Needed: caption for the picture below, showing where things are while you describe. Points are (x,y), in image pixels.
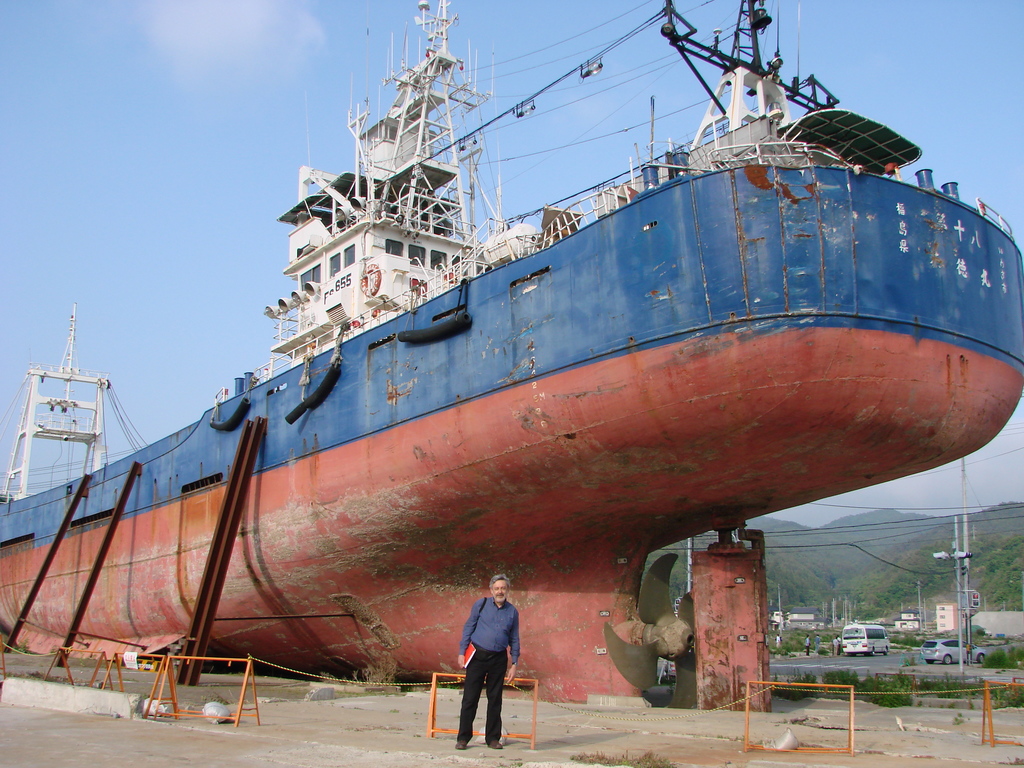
In this image, I can see a ship (546,409) with the fenders (444,331) hanging. These are the iron bars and barricades (81,653). Here is a person (488,701) standing and holding a book (471,651). He wore a shirt (497,630), trouser (492,665) and shoes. I can see a car (951,653) and bus (881,644) on the road (859,662). These are the plants (906,681). I think this is the current pole (963,527). I can see the trees (845,590) and mountains (885,543).
